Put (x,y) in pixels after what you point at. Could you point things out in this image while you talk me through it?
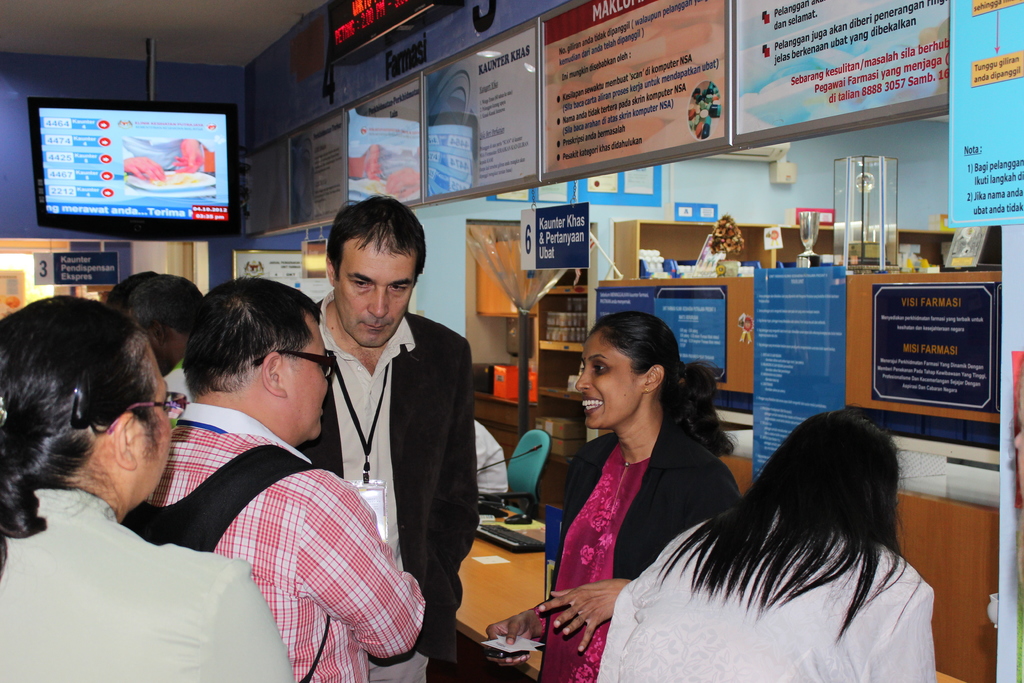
This picture is an inside view of a room (492,428). In the center of the image (605,329) a lady (611,606) is standing and holding a mobile (490,651), papers (500,643) and explaining something. Beside her some persons (260,501) are standing and listening. On the right side of the image (891,658) a lady (845,575) is bending. In the background of the image (973,30) we can see screen (147,159), boards (431,132), wall (726,194), trophies (807,256) and some objects (480,372). At the top of the image (357,21) we can see led light (357,29) and roof (212,21).
